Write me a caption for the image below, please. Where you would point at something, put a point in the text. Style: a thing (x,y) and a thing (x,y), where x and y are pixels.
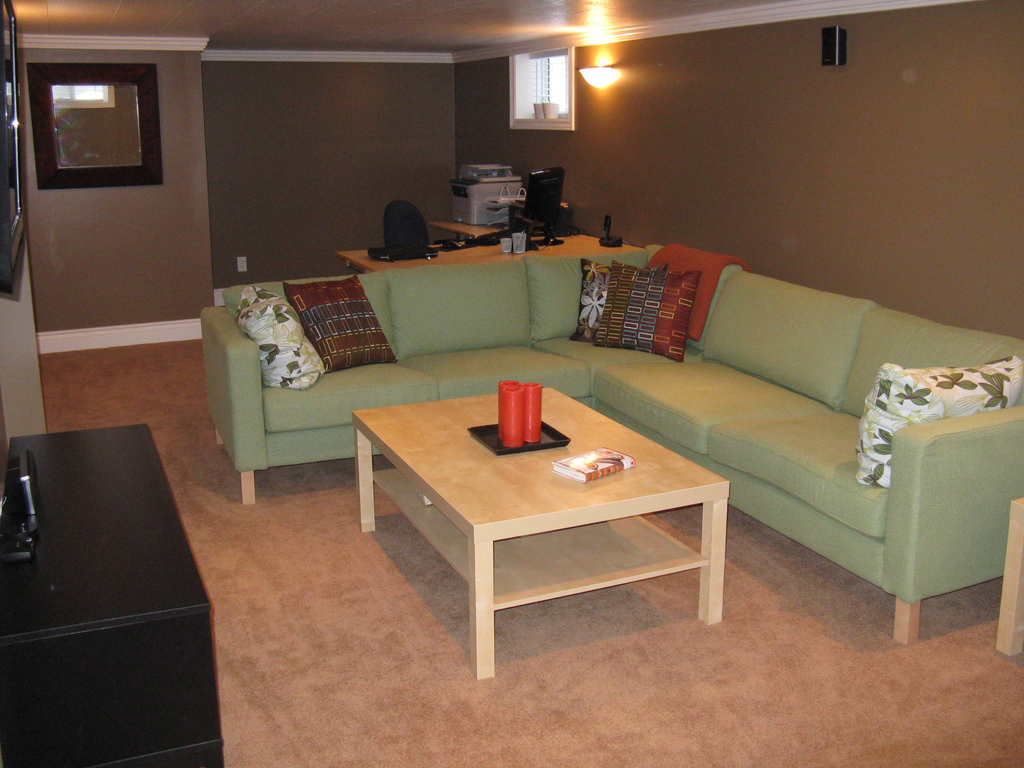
There is a floor (491,712) of brown color, In the left side of the image (74,624) there is a black color TV stand (115,533), In the middle there is a table (555,477) of cream color, In the right side of the image (941,469) there is a sofa (759,351) of green color and in the background (312,239) there is a wall (225,187) of brown color.
